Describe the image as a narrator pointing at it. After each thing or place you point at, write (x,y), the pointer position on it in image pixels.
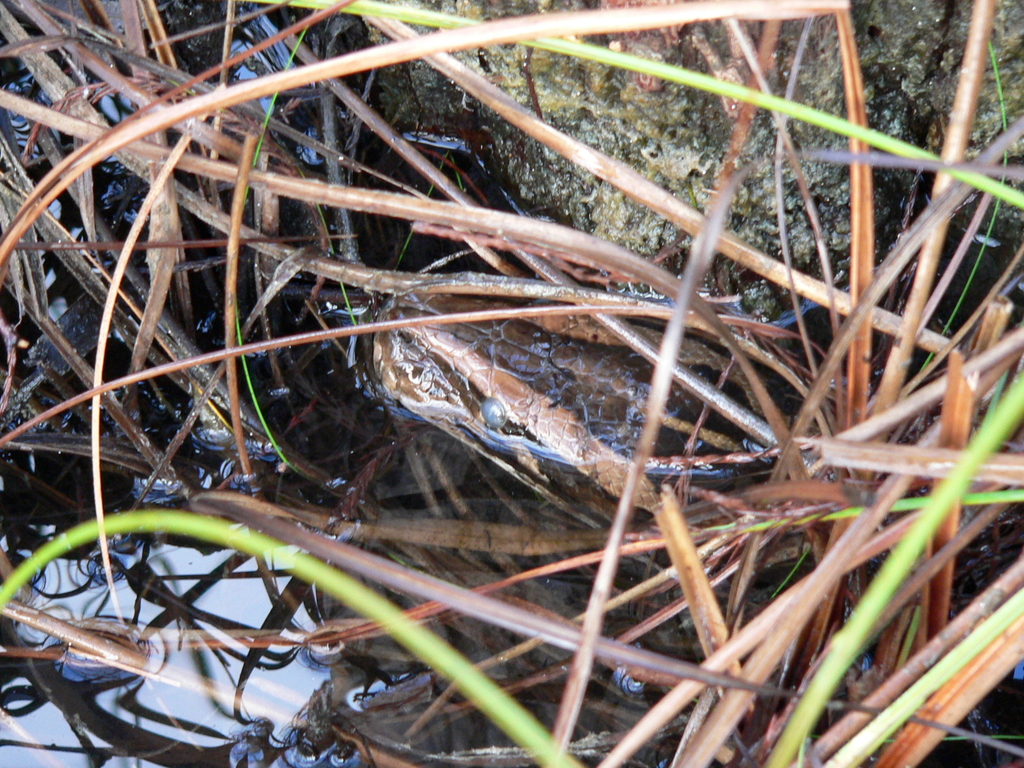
In this picture we can see snake (685,406), water (193,712), grass (169,454) and rock (645,155).
